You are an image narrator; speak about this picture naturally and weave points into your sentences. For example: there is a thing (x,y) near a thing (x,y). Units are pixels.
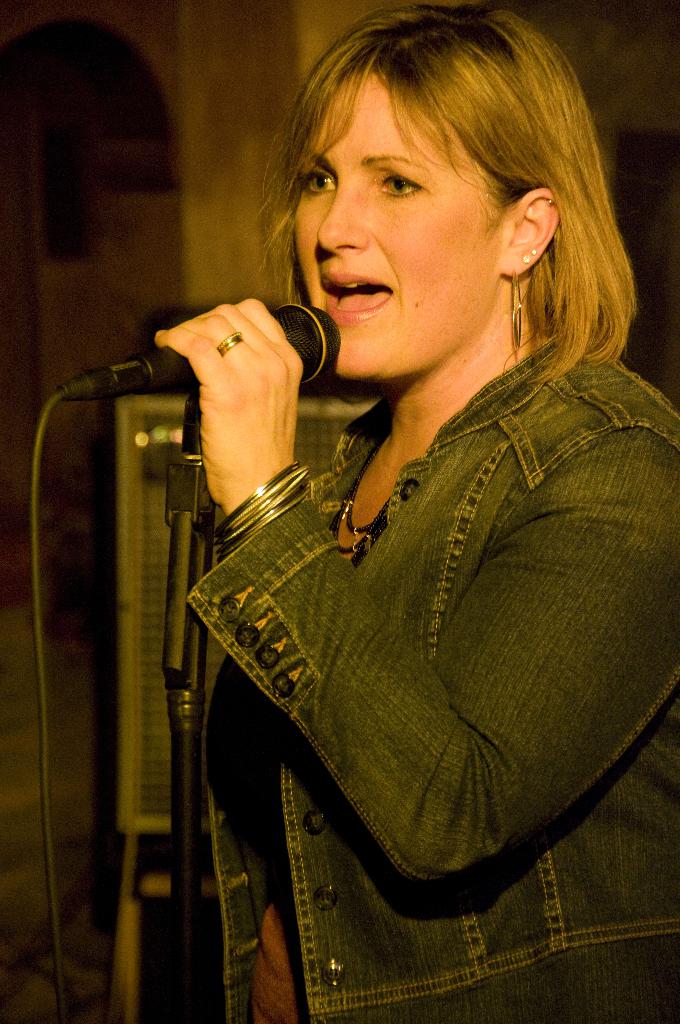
In this picture I can see there is a woman (350,321) standing and she is holding a microphone (162,361) and she is singing. The woman (403,162) is looking at the left side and there is an object (165,317) in the backdrop (164,396) and it is blurred.
